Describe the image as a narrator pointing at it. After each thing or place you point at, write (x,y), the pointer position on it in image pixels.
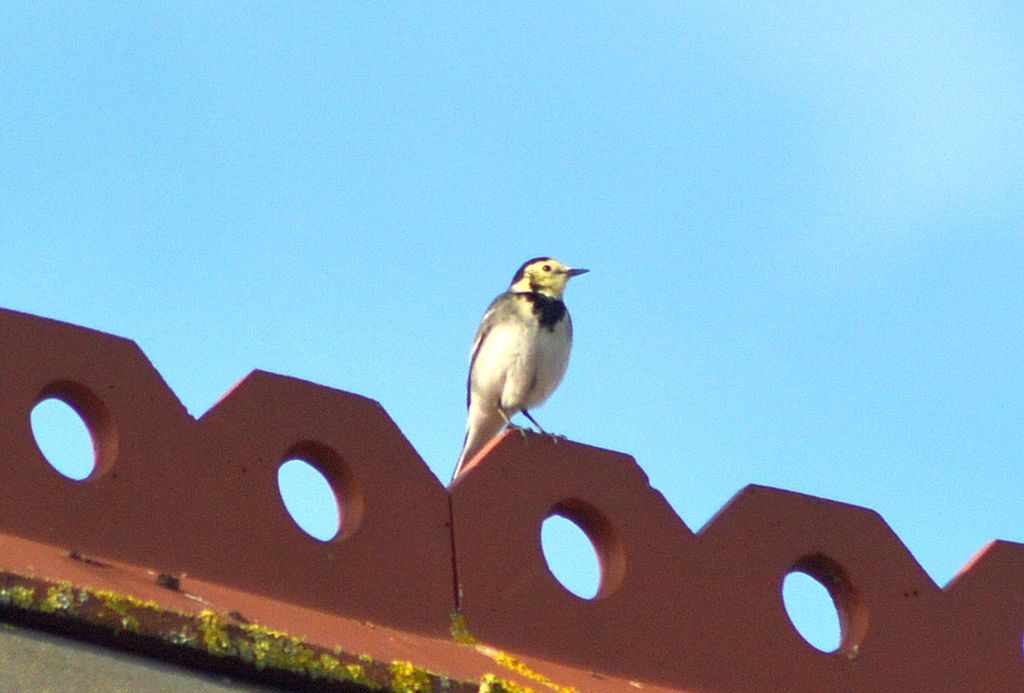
In this image I can see a white and black colour bird (518,377). In the background (371,182) I can see the sky (349,216) and here I can see green colour things (124,620).
